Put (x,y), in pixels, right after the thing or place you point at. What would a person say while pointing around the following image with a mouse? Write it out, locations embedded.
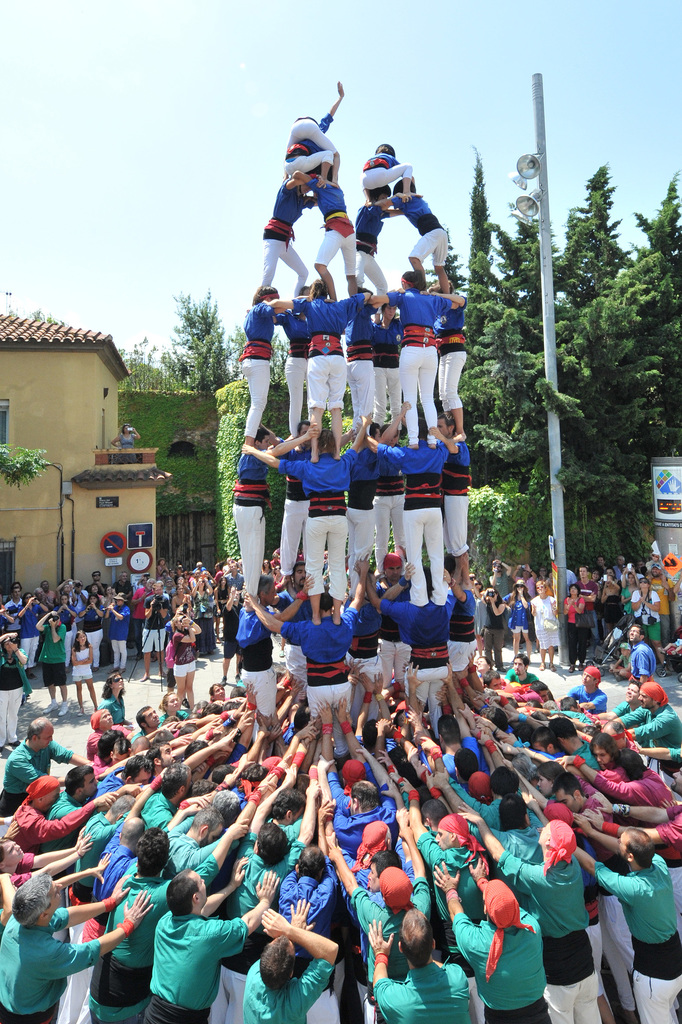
In this image there are a group of people (363,824) who are standing and in the background (88,407) there are some houses (109,381), trees (479,361), poles (548,240) and some speakers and on the top of the image (360,35) there is sky (194,76).
